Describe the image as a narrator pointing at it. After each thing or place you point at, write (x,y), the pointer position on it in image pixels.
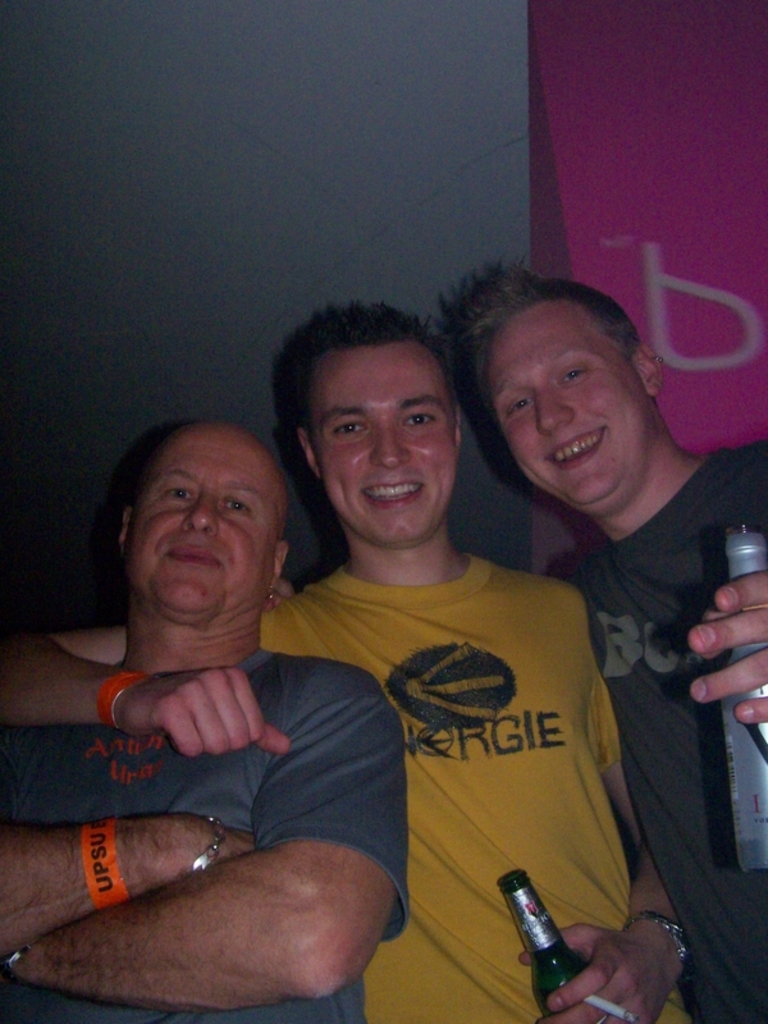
This image is clicked inside. There are three men (666,725) in this image. In the man (426,850) wearing yellow t-shirt (454,896) is holding bottle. To the right (689,500), the man (735,465) wearing black t-shirt (678,698) is standing and smiling. In the background (326,128), there is wall (527,114) along with wallpaper (586,201).
